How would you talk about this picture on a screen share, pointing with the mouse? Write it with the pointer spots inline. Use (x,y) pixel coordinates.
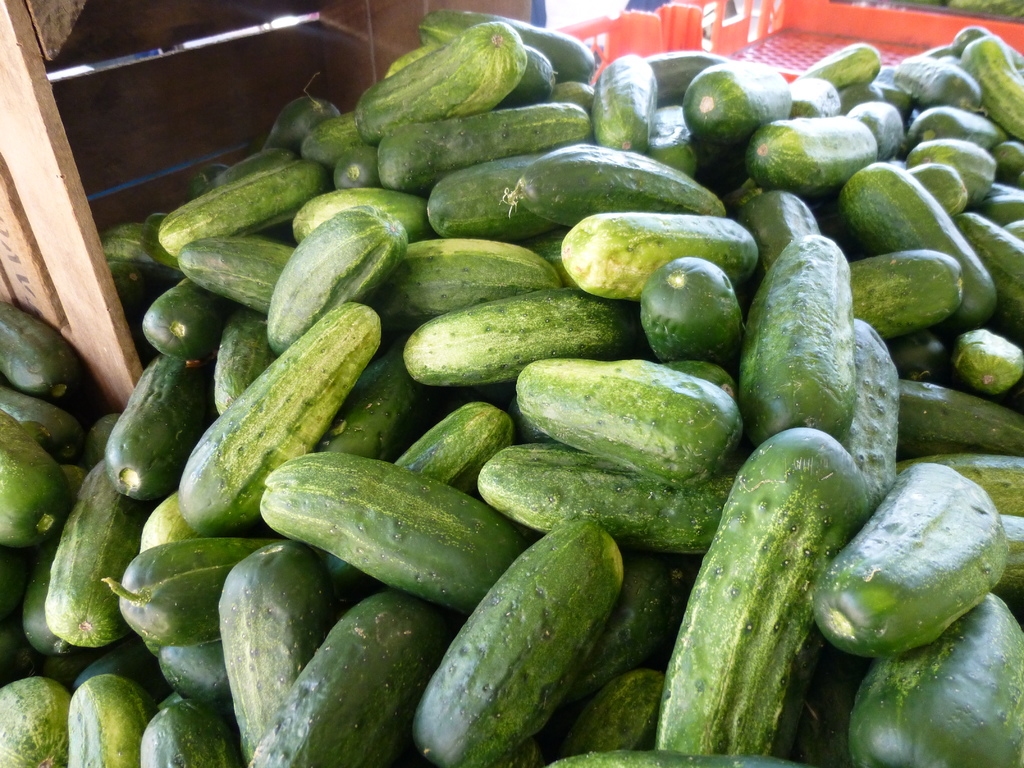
In the foreground of the picture (482,217) there are cucumbers (471,179) and a wooden basket (24,99). At the top (759,34) there are plastic trays (741,36).
